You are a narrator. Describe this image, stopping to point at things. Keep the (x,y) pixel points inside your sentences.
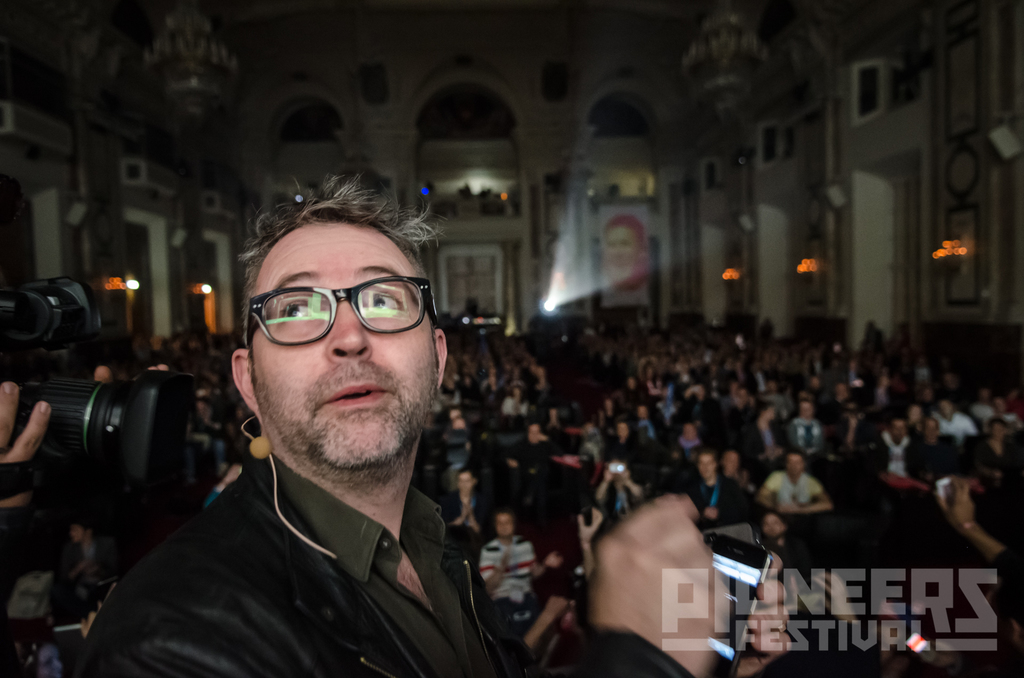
In the middle of the image (405,293) a man (233,361) is standing and holding a mobile phone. Behind him many people (805,506) are sitting. At the top of the image (638,98) there is wall (741,243), on the wall (654,98) there are some banners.
